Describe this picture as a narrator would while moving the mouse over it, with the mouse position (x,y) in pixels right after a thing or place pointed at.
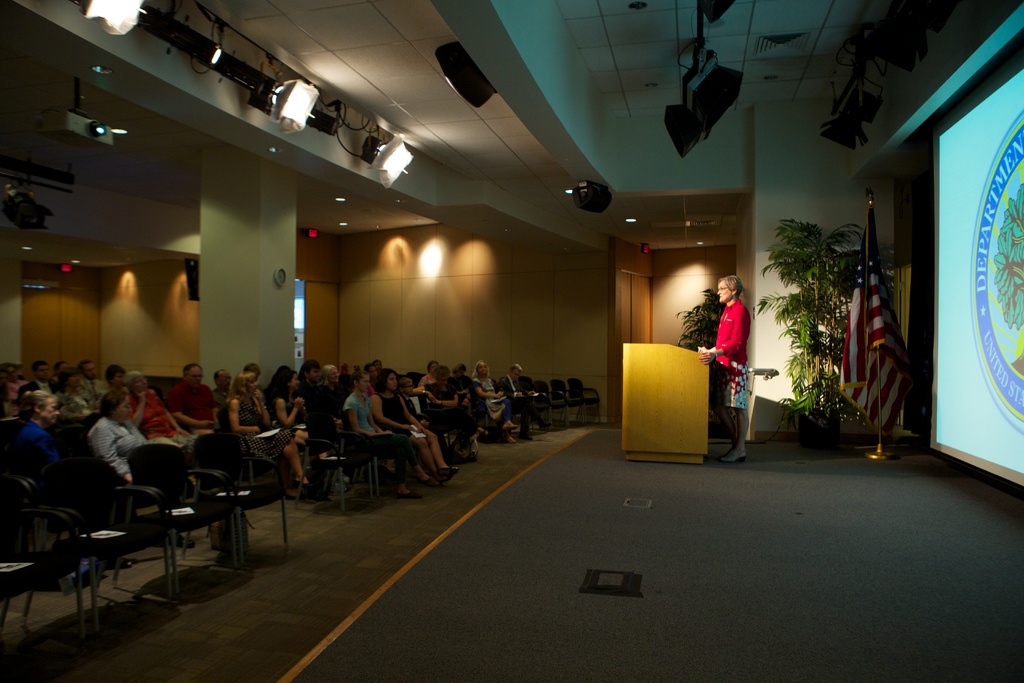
Here we can see a group of people (72,398) are sitting on the chair (154,464), and in front (736,317) here is the woman (730,297) standing on the floor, and at back (863,289) here is the flag (857,312), and here is the tree (821,282), and here are the lights (119,30), and here is the door (634,293).
